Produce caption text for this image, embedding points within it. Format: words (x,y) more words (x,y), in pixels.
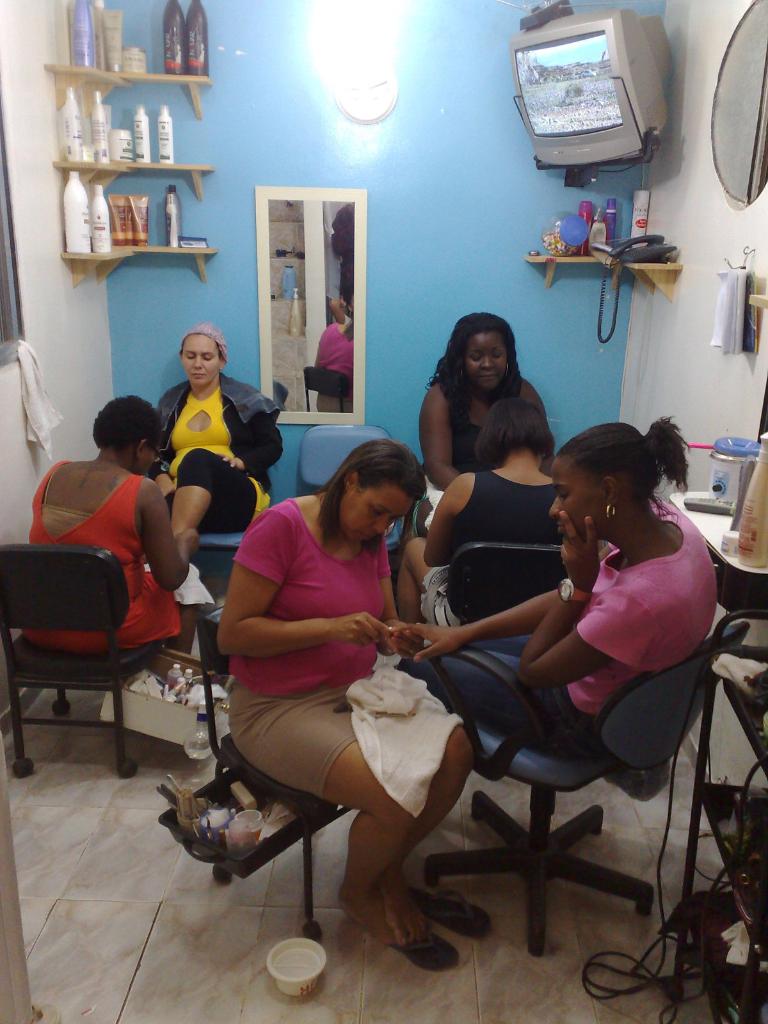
In this image i can see a group of people (152,528) sitting at right (748,538) i can see two bottle (744,527) on a table (760,577) at the back ground (175,39) i can see few other bottles (149,149) on a rack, a wall (217,226) attached a light (387,35), a television (574,58) and a telephone (598,322).
